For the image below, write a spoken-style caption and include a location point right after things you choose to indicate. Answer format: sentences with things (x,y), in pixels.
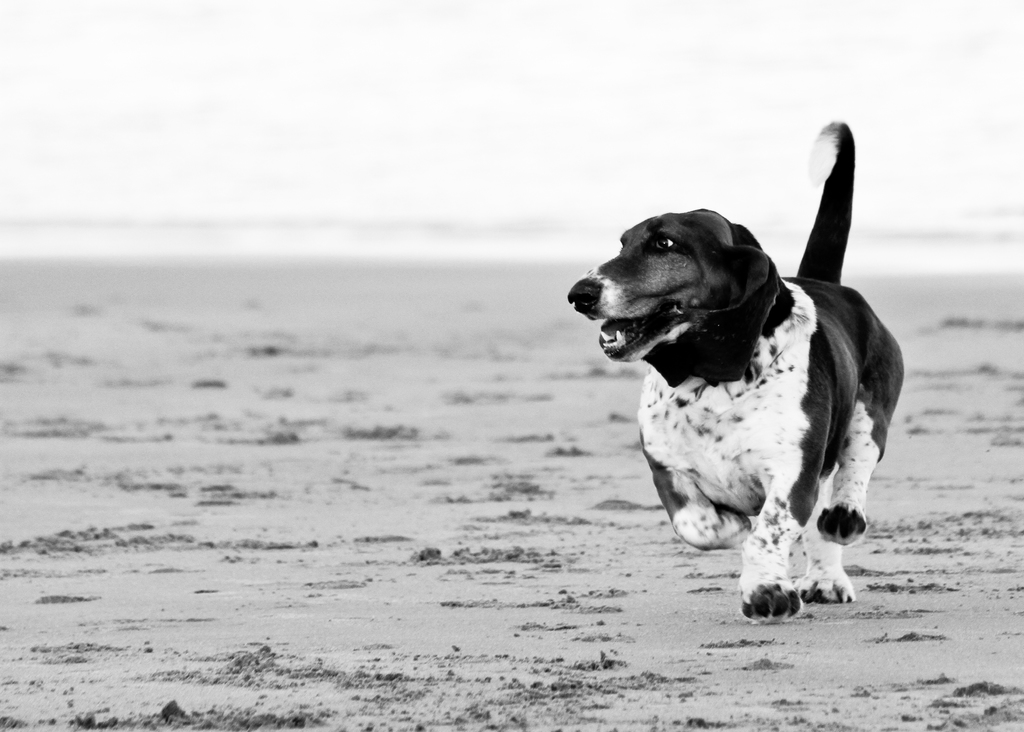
This is a black and white image, in this image there is a dog (817,390) running on a sand (463,340).
